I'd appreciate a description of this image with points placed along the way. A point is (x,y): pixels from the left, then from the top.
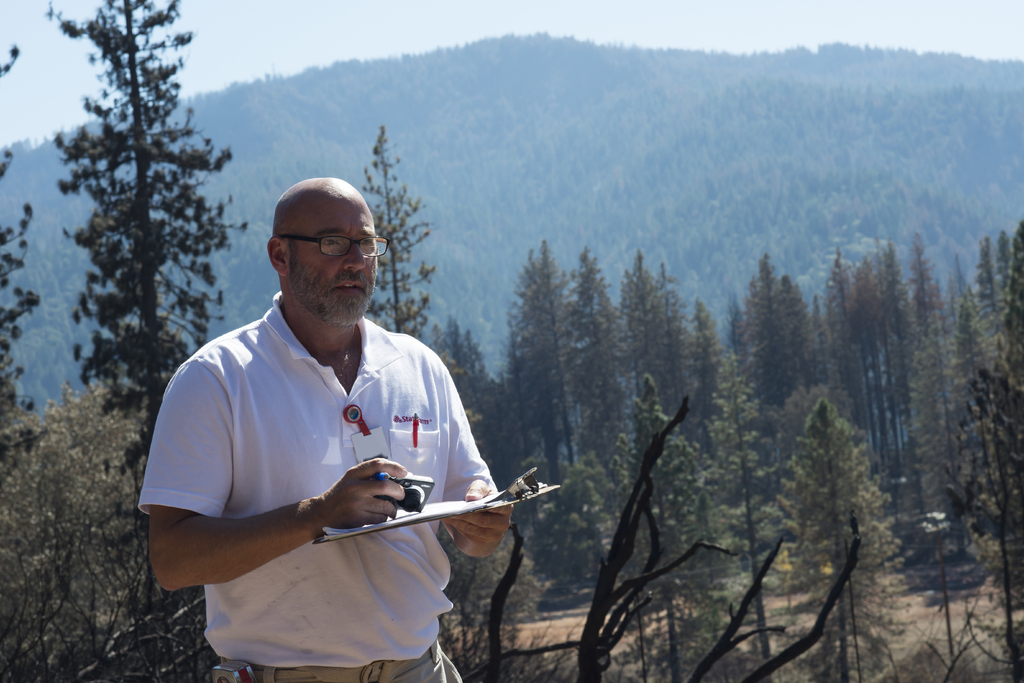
In this image we can see a person (340,514) wearing white color T-shirt (423,401), holding some pad (539,491) and camera (397,501) in his hands (360,491) standing and in the background of the image (475,412) there are some trees (501,409), mountain (544,191) and clear sky (360,26).
